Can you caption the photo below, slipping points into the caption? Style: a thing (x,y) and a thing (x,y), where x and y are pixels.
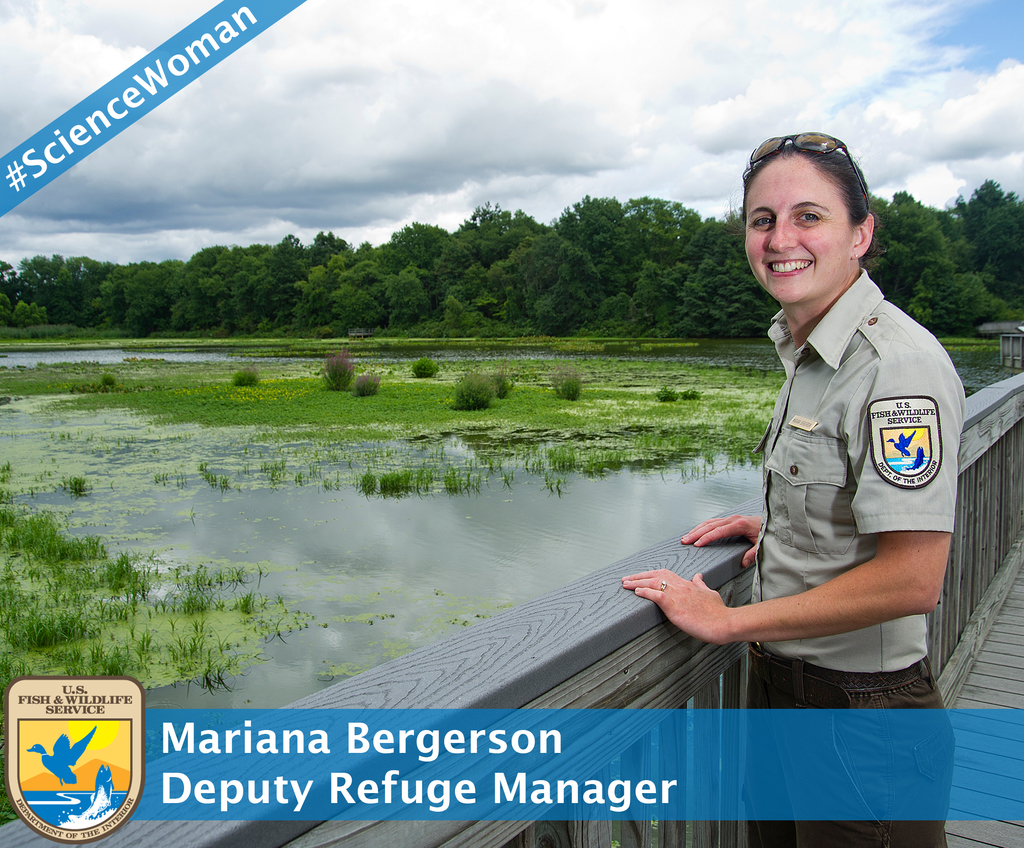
In this image there is the sky (529,105) towards the top of the image (475,106), there are clouds (593,90) in the sky (632,64), there are trees (465,290), there is water (365,581) towards the left of the image (176,471), there are plants (335,440), there is a wooden floor (993,669) towards the right of the image (1002,683), there is a wooden fence (979,638), there is a woman (863,526) standing, she is wearing goggles (833,140), there is text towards the bottom of the image (432,774), there is text (86,139) towards the top of the image (212,47).
